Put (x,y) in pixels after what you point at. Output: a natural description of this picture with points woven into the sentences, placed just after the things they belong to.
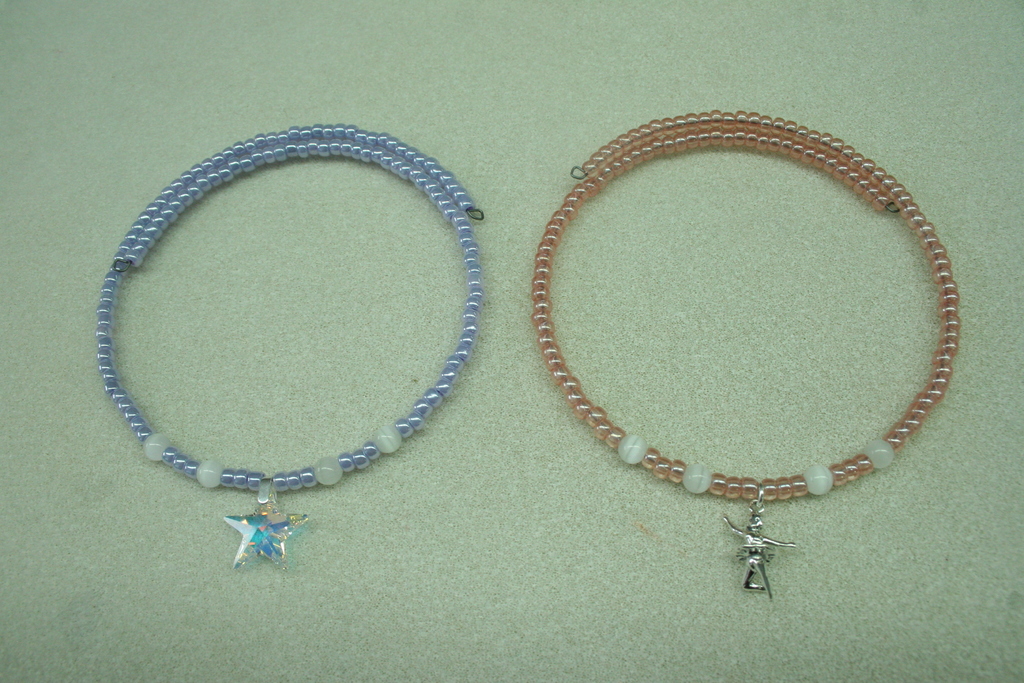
In this image, we can see two bracelets (171,193) in the foreground (426,187), we can see green color.
